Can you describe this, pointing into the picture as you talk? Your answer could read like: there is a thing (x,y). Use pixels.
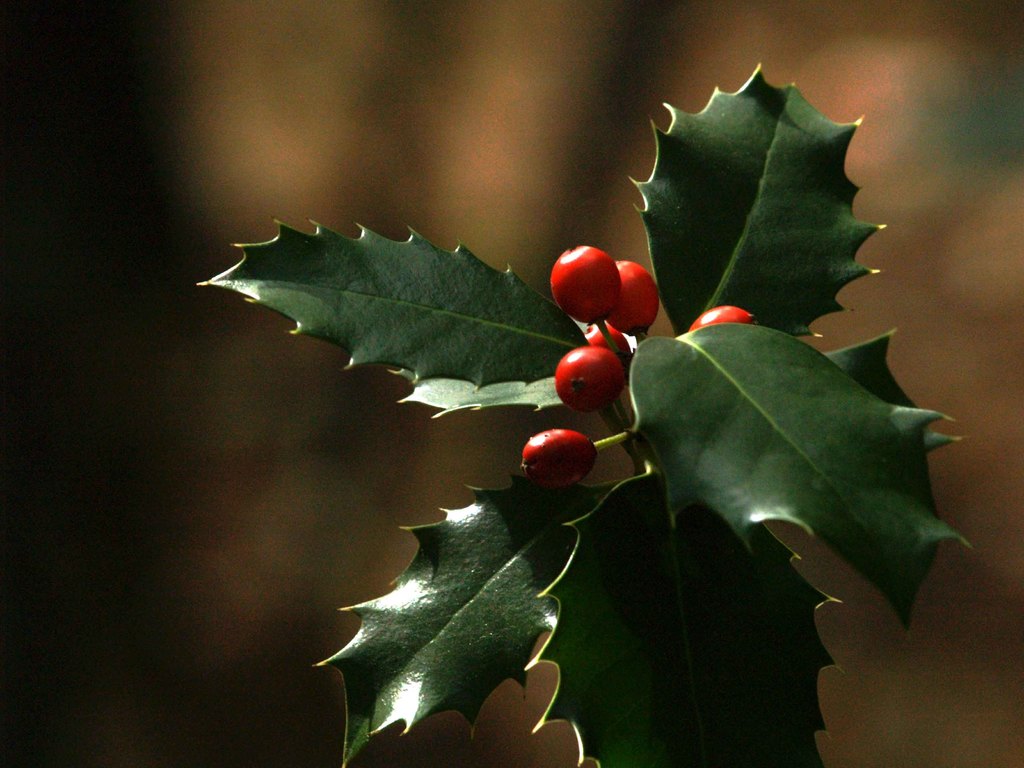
In the picture we can see a plant (857,448) with fruits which are red in color with leaves (922,574).
